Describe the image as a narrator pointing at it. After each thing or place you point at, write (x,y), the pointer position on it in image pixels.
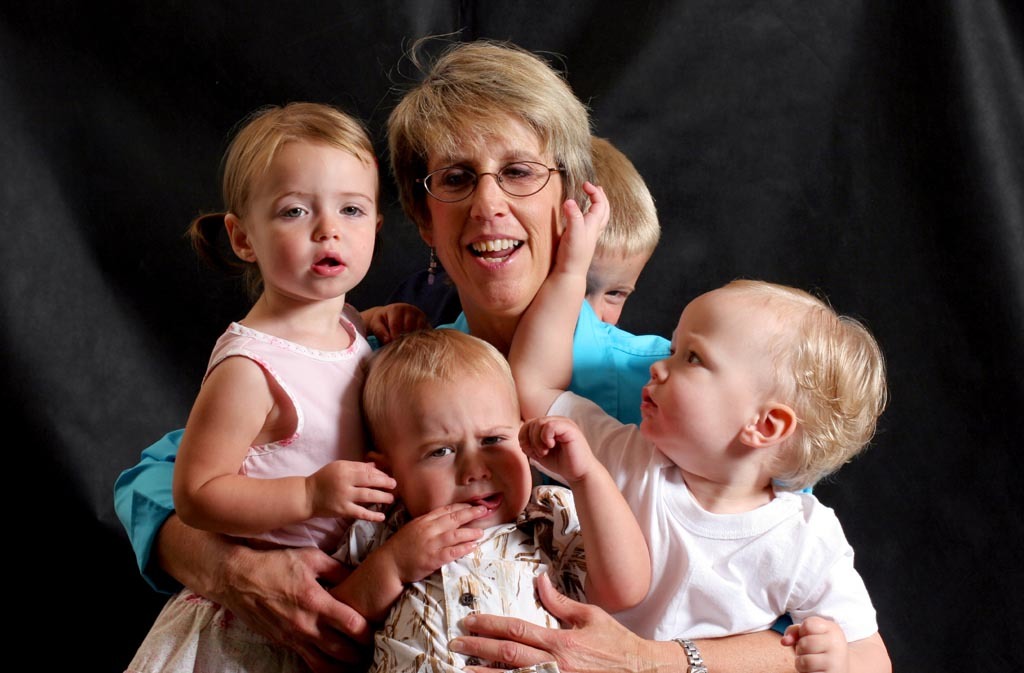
In the middle of this image (521,271), there is a woman (627,341) in a blue color t-shirt (586,331), holding three babies (309,368) and smiling. Behind her, there is another baby (611,265). And the background (859,132) is dark in color.
